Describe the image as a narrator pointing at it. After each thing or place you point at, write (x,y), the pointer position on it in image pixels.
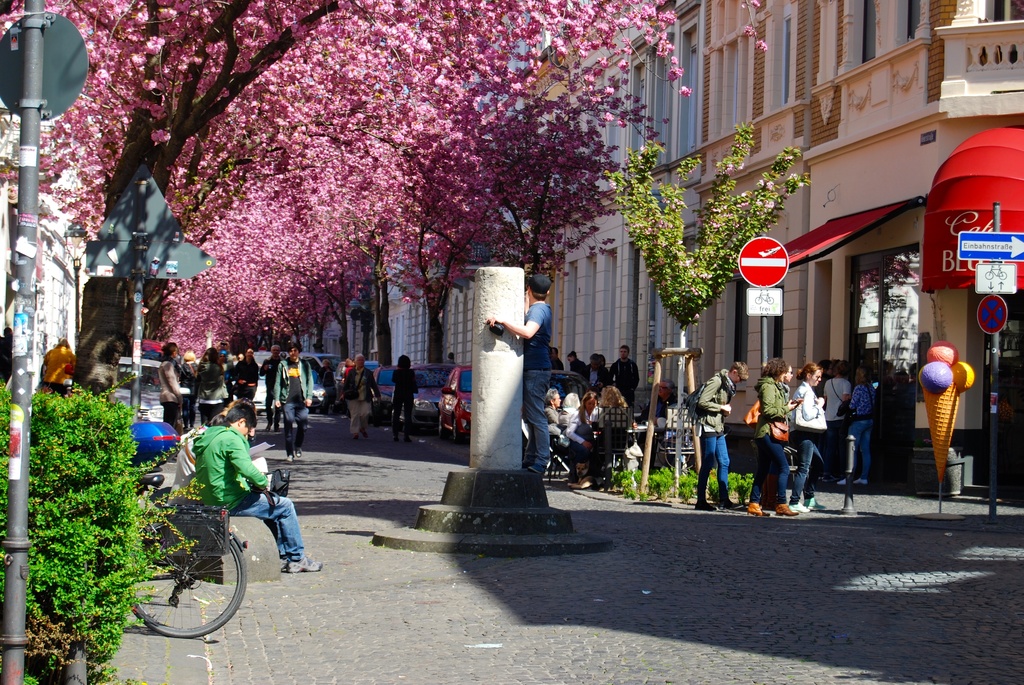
In this image we can see a few people (546,372), some of them are sitting, there are chairs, poles (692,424), sign boards (786,259), ice cream cone stand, there are vehicles (571,381), plants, trees (714,189), there are houses (877,460), there is a bicycle (228,540).
